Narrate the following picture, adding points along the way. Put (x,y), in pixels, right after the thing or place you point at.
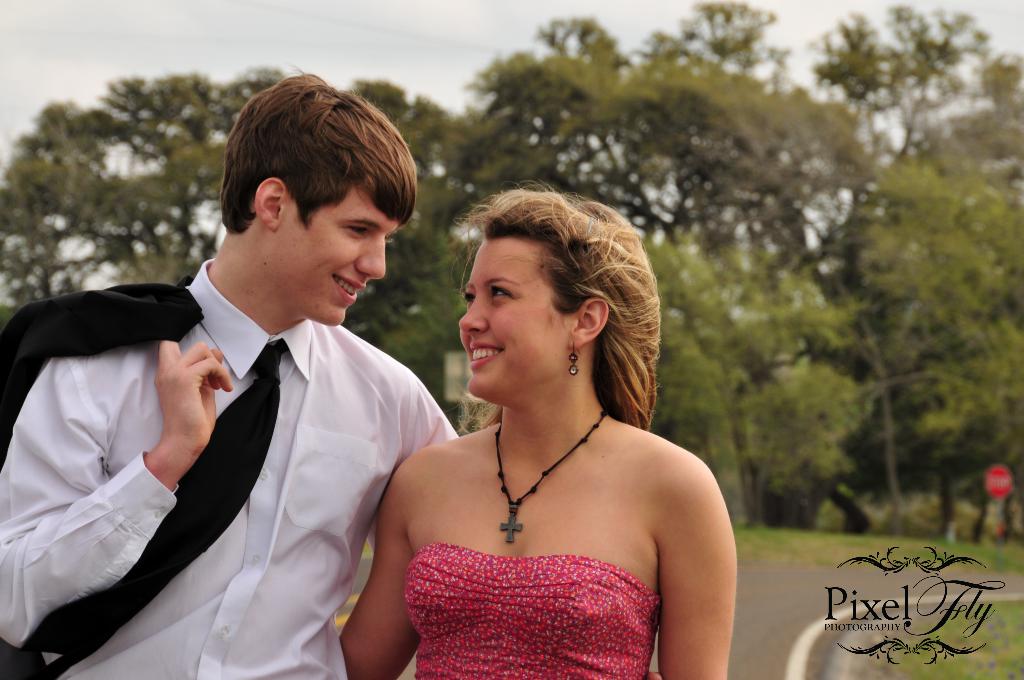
In this picture, we see a man (81,488) in the white shirt (319,514) is standing. Beside him, we see a woman (457,557) in the pink dress (457,557) is standing. Both of them are smiling and they are posing for the photo. In the right bottom (777,656), we see the road (779,641) and the grass (973,543). On the right side (1004,493), we see a pole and a board (998,474) in red color. There are trees (717,228) and a white color board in the background (133,217). At the top (436,32), we see the sky (376,37). This picture is blurred in the background (391,33).
